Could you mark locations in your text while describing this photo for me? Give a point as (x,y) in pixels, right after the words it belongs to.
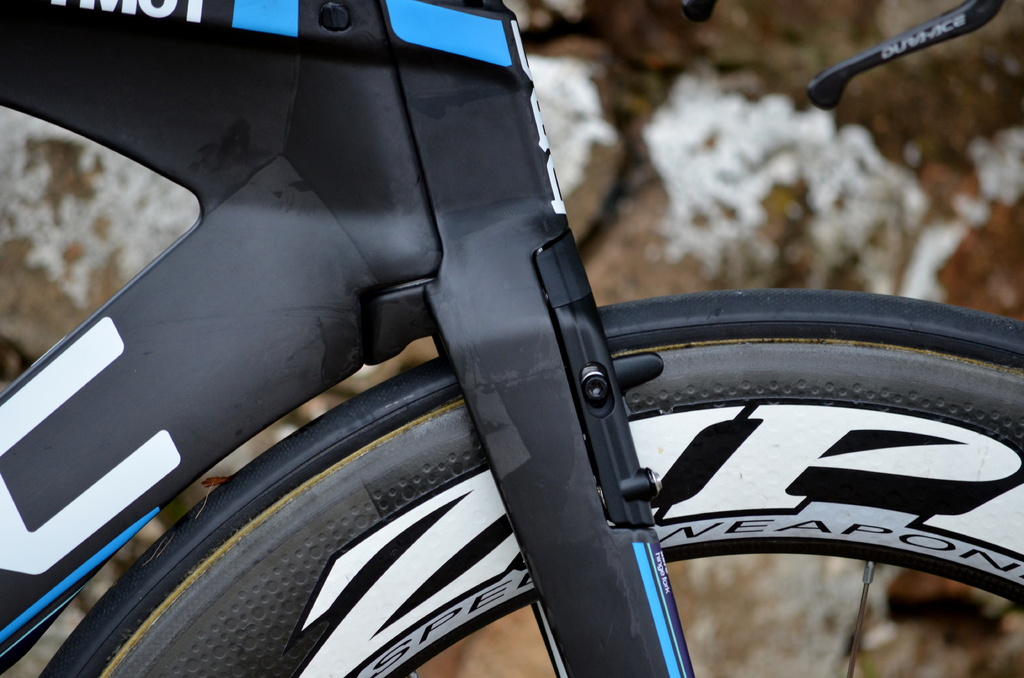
This picture shows a bicycle (40,18). It is black white and blue in color and we see text (792,510) on it.
